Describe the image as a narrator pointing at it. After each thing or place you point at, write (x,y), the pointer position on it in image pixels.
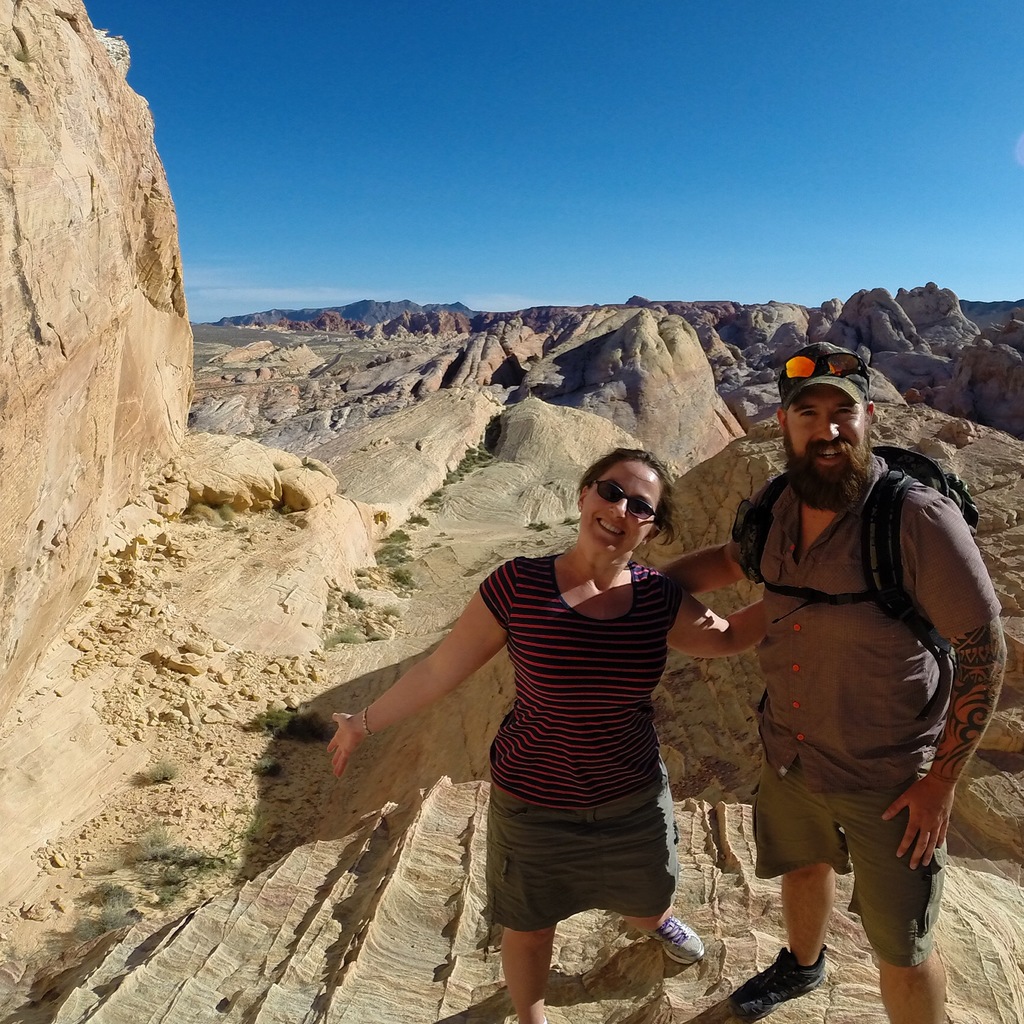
In this image, we can see a woman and man (911,738) standing and smiling. A man (780,567) wearing a backpack (873,593). We can see rocks (8,622), stones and plants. In the background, we can see rocks (619,424) and the sky (417,200).
